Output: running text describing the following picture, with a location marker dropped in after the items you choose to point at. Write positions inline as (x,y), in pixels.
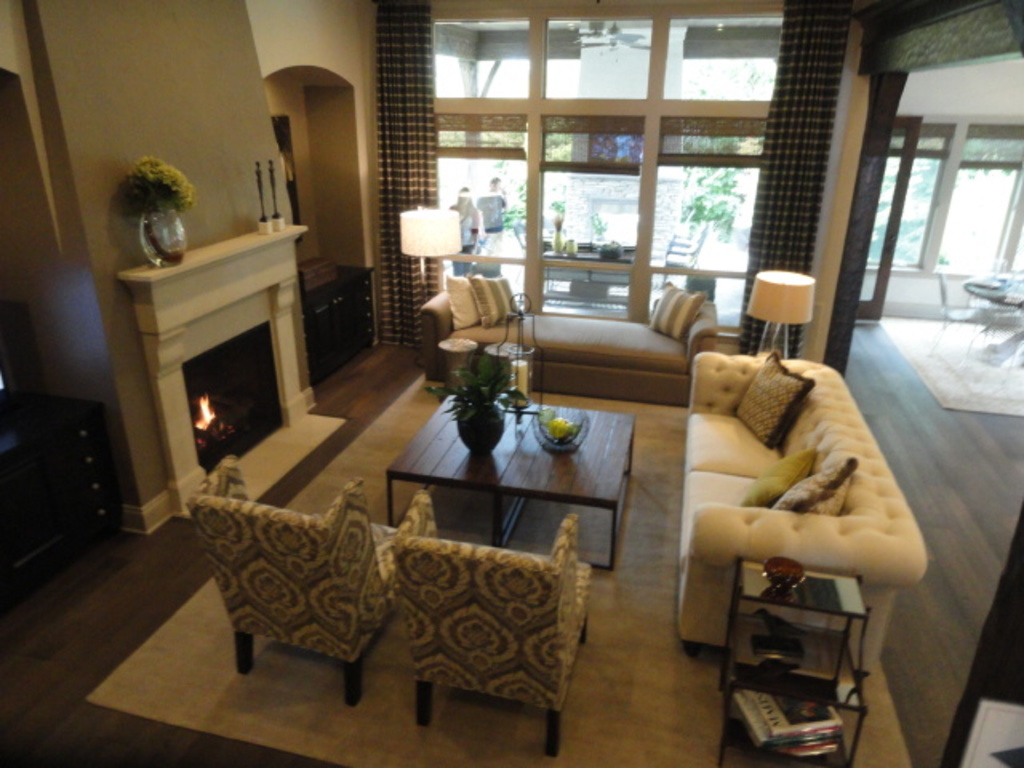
This is completely an indoor picture. In this picture we can see sofas (774,555) and chairs (528,581) with cushions (796,406). We can see a table (582,448) and on the table (511,444) we can see a houseplant (496,440). Here in this rack (770,755) we can see magazines (788,709). These are windows (705,194) and curtains (818,117). through window glass (637,207) we can see two persons (487,213), a table (556,253) and a flower vase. This is a floor (933,561), floor carpet (296,718).
